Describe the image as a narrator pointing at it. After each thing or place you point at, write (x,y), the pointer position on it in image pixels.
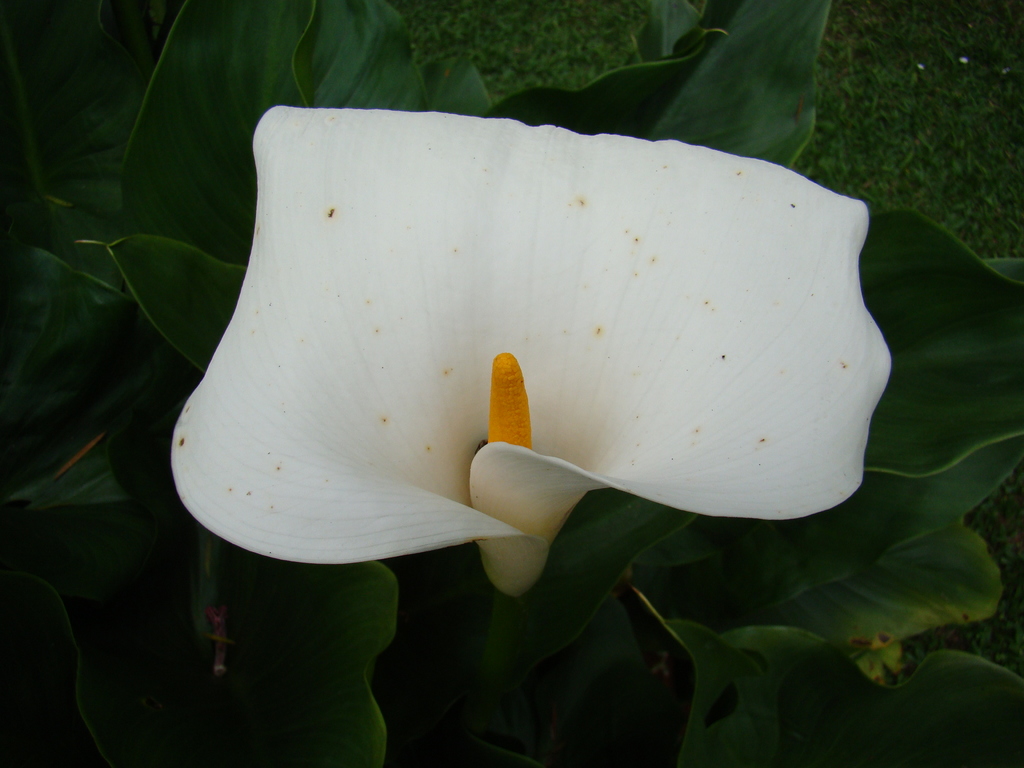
In this image there is a flower (256,345), behind the flower (250,291) there are leaves (630,125).
